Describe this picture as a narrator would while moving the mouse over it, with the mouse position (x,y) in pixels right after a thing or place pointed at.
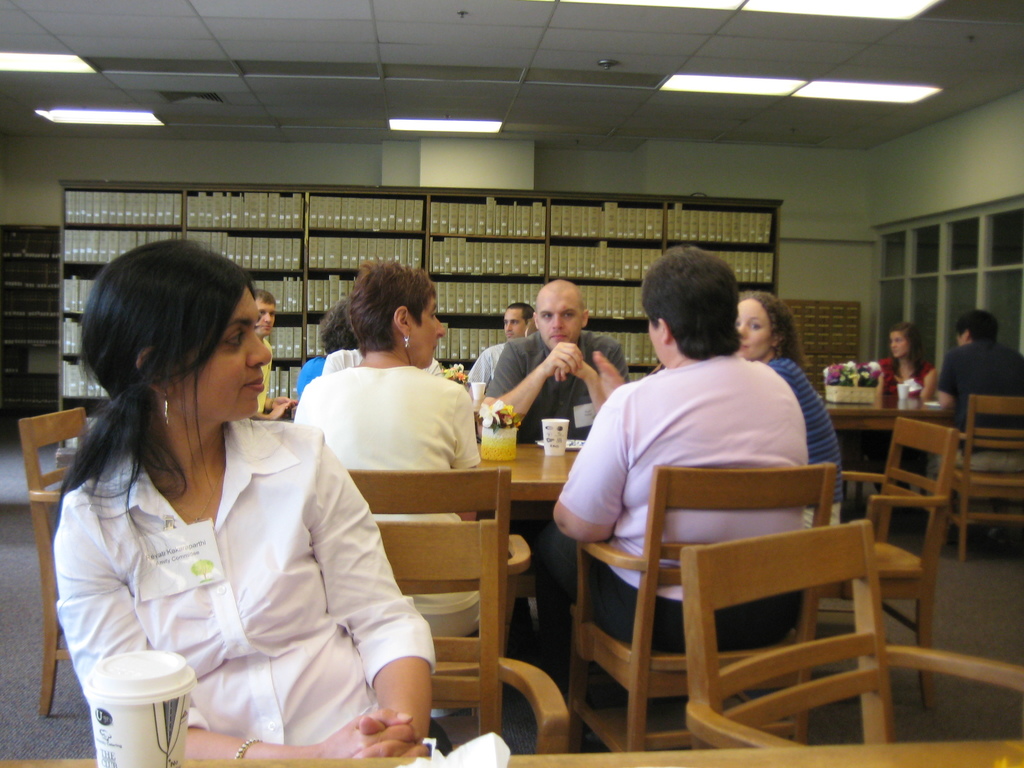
There are few people (259,382) sitting on the chairs (724,473). This is a table (524,448) with a small flower vase (507,438) and a paper cup (544,440) on it. At background (126,206) I can see rack (306,221) with files (578,250) placed inside. These are the ceiling lights (410,125) which is attached to the rooftop (94,90). Here I can see another table (866,404) with a flower bouquet (863,396) on it. This is a table (581,765) with a tissue paper (428,759) and another paper cup (113,748) on the table (762,758).
